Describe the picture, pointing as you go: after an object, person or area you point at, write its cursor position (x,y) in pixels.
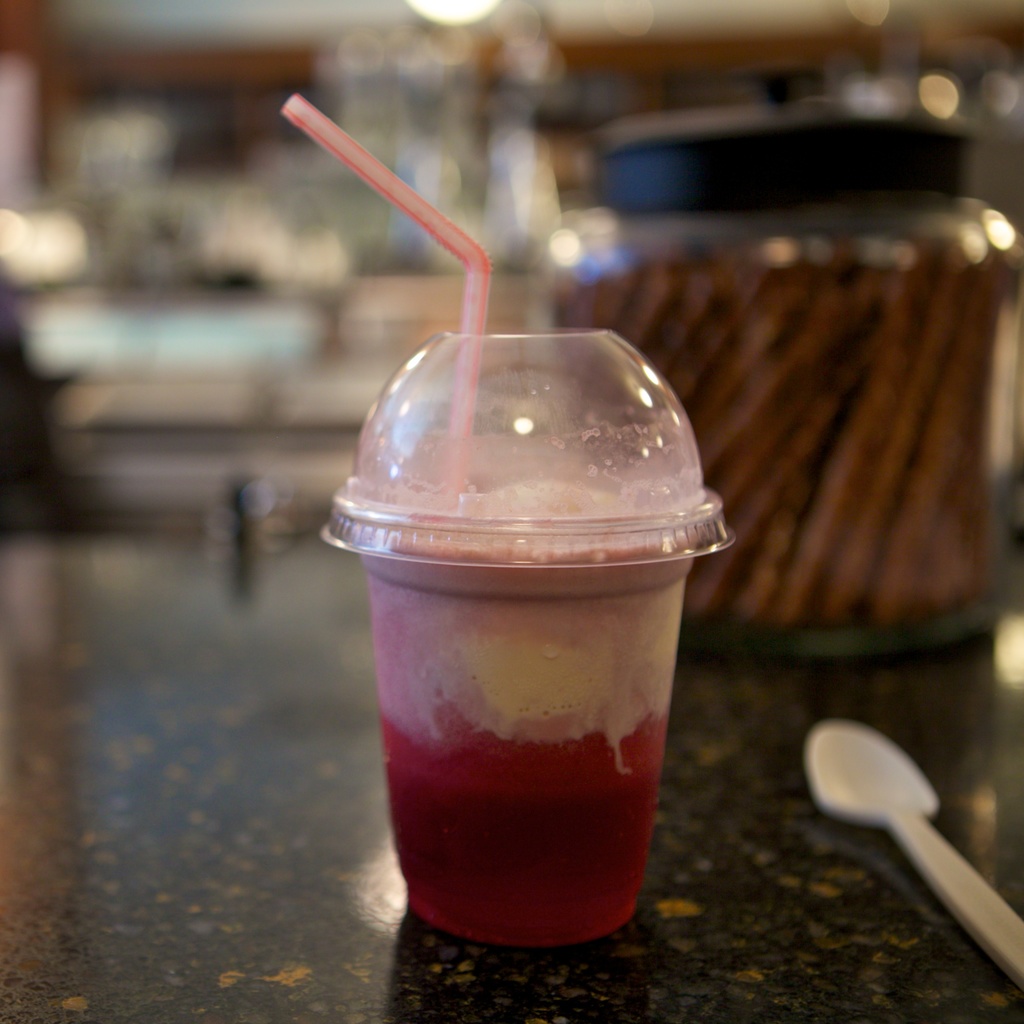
This image is taken inside a room (138,381). This image consists of a tumbler (636,648) with milkshake (491,598) and straw (473,413) in it. In the right side of the image (962,891) there is a spoon (962,877) on a table (873,938) and a jar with sticks (867,382). At the bottom of the image (332,945) there is a table (204,791). At the top of the image (468,1) there is a light (463,15).
